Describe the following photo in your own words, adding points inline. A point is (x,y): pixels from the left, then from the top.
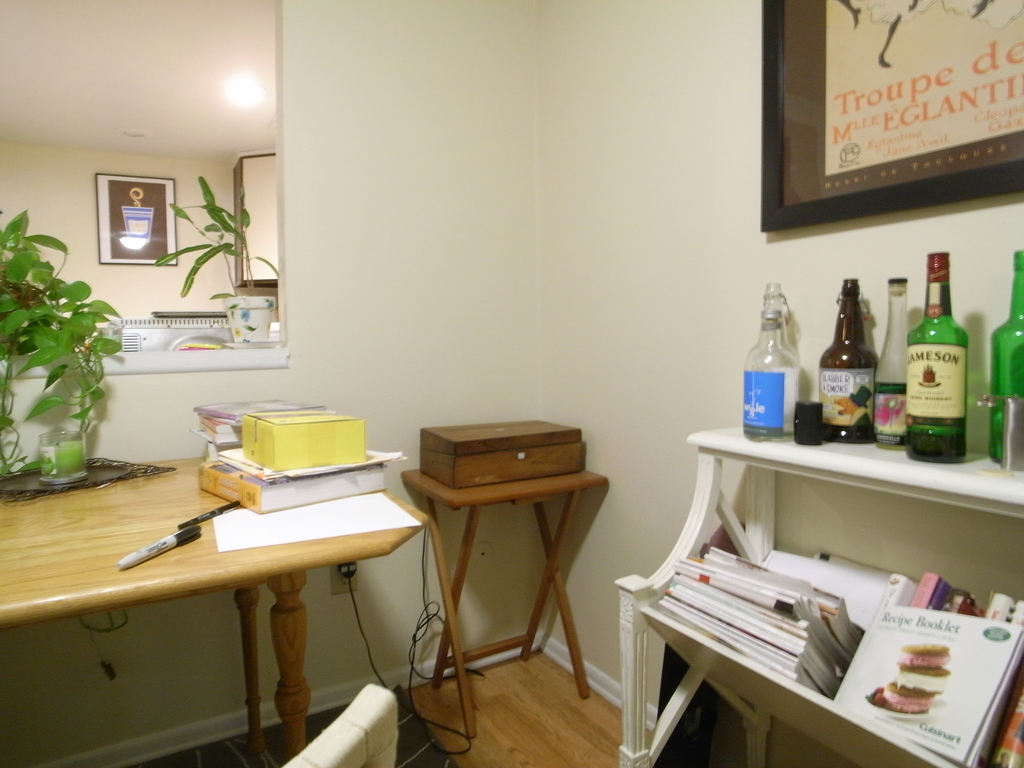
This is inside view of a room (752,484). We can see wine bottles (765,318) and books (839,613) on a stand (700,653), wooden box (469,460) on a stand (554,563), books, papers (242,532), pen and objects (73,486) on a table (57,500), cables (408,657) on the floor (534,664). There are frames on the walls (597,15), cupboard (256,242), objects (194,318), plants (241,237) and light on the ceiling (118,135).
